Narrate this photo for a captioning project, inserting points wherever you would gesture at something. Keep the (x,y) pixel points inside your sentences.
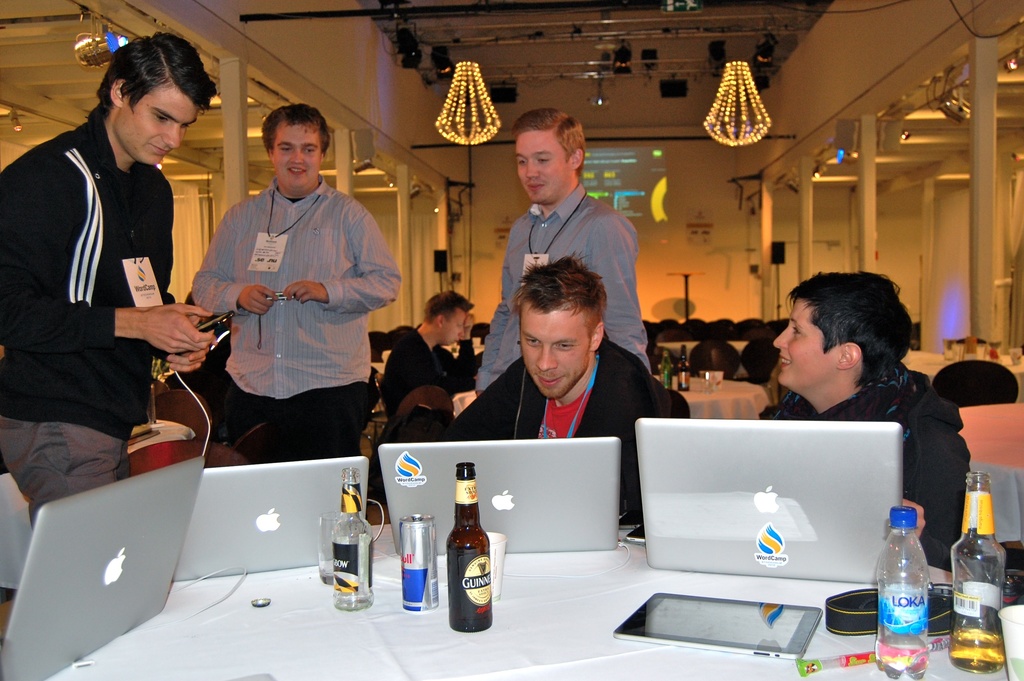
In this image there is a table (392,578) having few bottles (452,620), can (405,589), glasses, laptops (898,501) and few objects (667,617) on it. Behind the table (432,623) few persons (627,410) are sitting on the chairs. Few people (496,376) are standing on the floor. There are few chairs (719,370) and tables (721,395) on the floor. Top of the image (439,123) there are few lights (762,42) attached to the roof (644,31). Background there is a wall (645,104). Left side (56,320) there is a person (78,299) holding an object (205,327) in his hand (199,315). Beside him there is a person (275,279) holding a camera (270,290) in his hand (249,290).
